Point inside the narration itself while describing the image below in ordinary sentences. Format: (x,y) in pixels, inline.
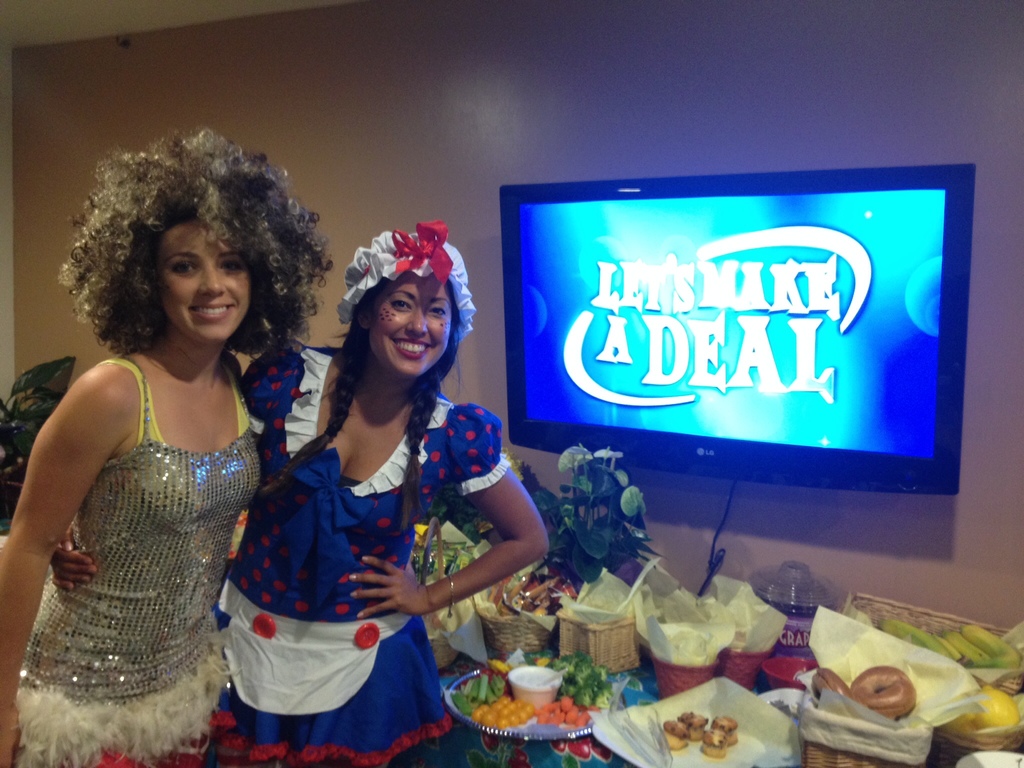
There are two women (242,561) standing, beside this woman (295,726) we can see plate (522,730), food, papers (590,603), baskets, green leaves (588,570) and objects (681,691) on the table (575,708). We can see television (708,202) on a wall (289,65). In the background (56,363) we can see house plant (32,408).
